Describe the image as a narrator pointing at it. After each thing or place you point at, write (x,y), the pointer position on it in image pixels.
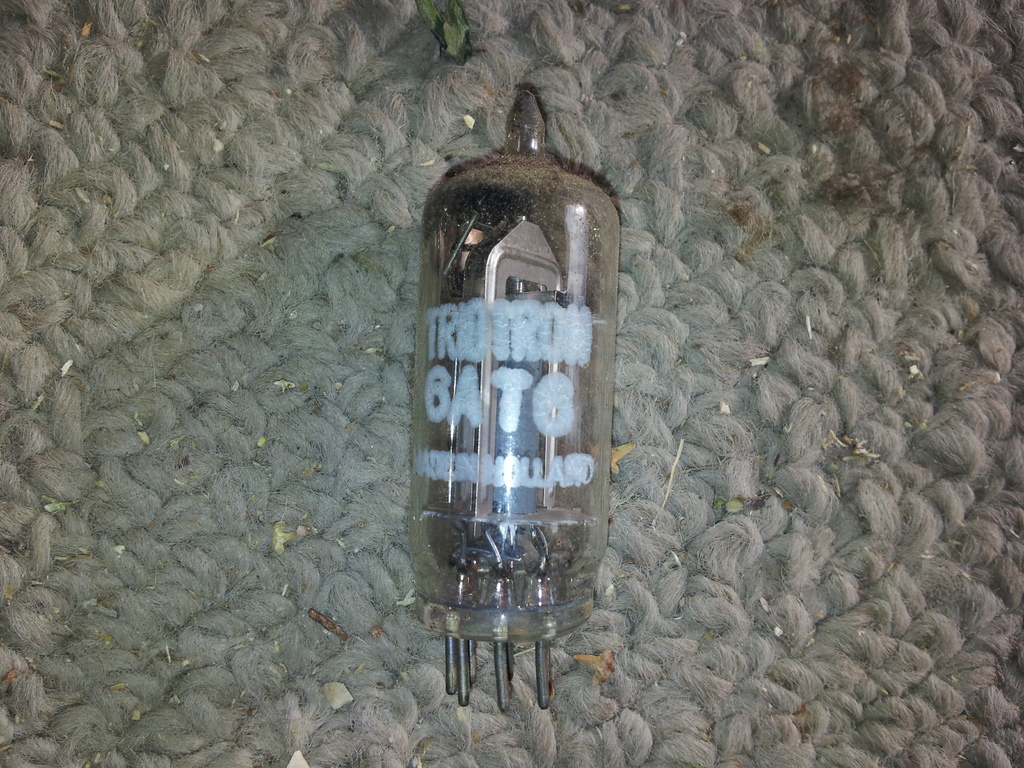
In this image we can see a vacuum tube (506,407) in which there are metal parts (544,549) and the tube (566,181) is on the mat (271,334).
